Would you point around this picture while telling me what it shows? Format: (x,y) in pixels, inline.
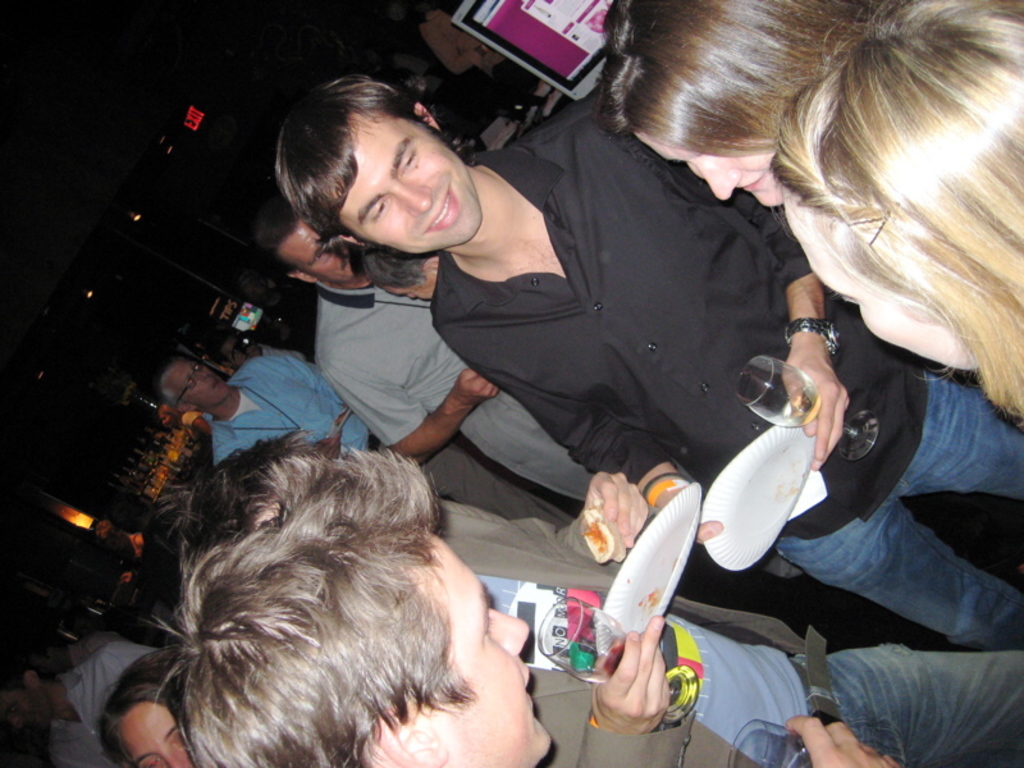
In this image we can see a few people (379,490) standing, among them some are holding paper plates (681,569) and glasses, also we can see a system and the background (187,241) is dark.
